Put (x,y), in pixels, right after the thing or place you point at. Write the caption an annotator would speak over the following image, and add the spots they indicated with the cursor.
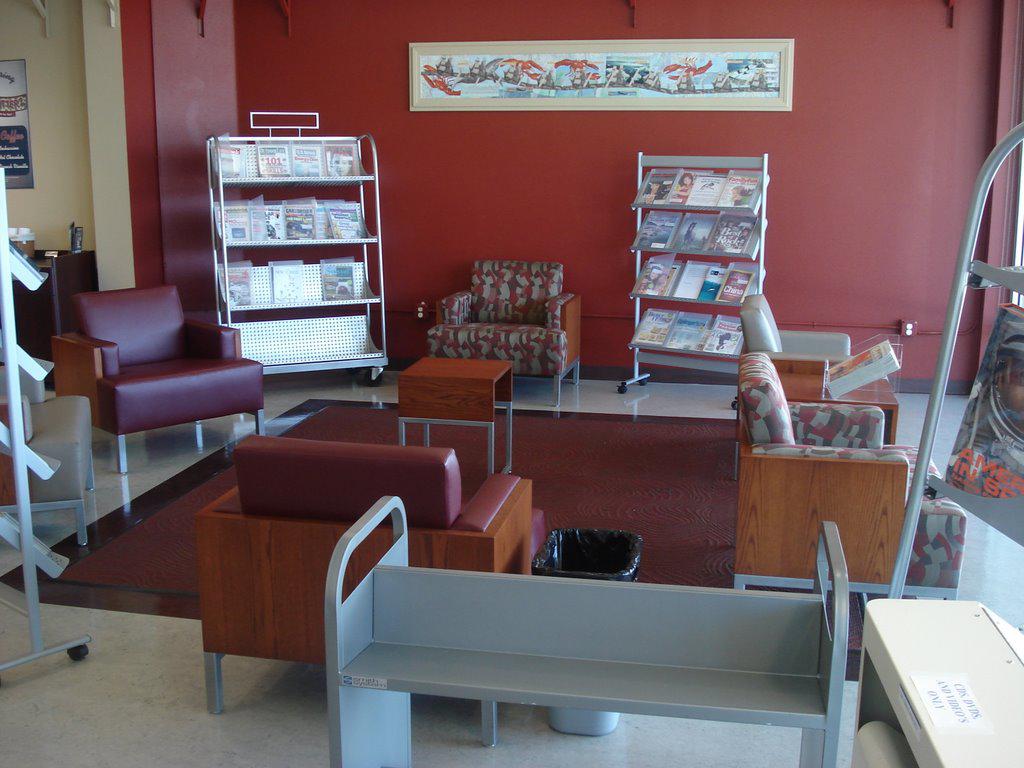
In this image I can see there are sofa chairs (536,510) and there are books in this racks (645,281). In the middle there is a painting (657,68) on this wall (820,127).
